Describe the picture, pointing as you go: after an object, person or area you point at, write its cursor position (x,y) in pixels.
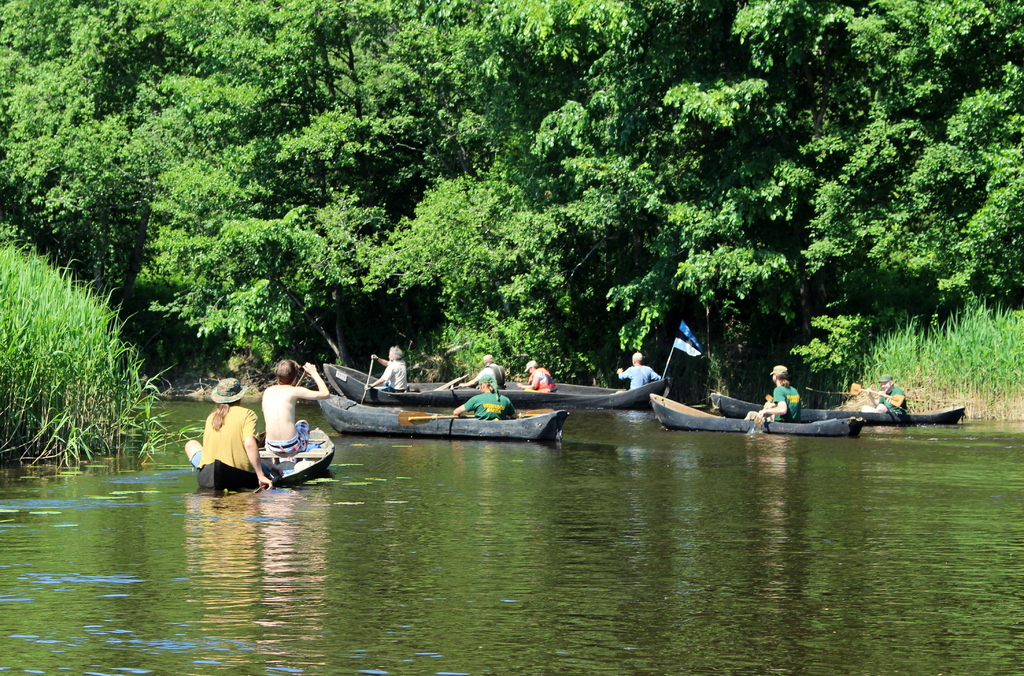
In this image I can see few persons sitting in the boat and the boat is on the water (606,454), background (69,139) I can see trees (255,172) in green color.
